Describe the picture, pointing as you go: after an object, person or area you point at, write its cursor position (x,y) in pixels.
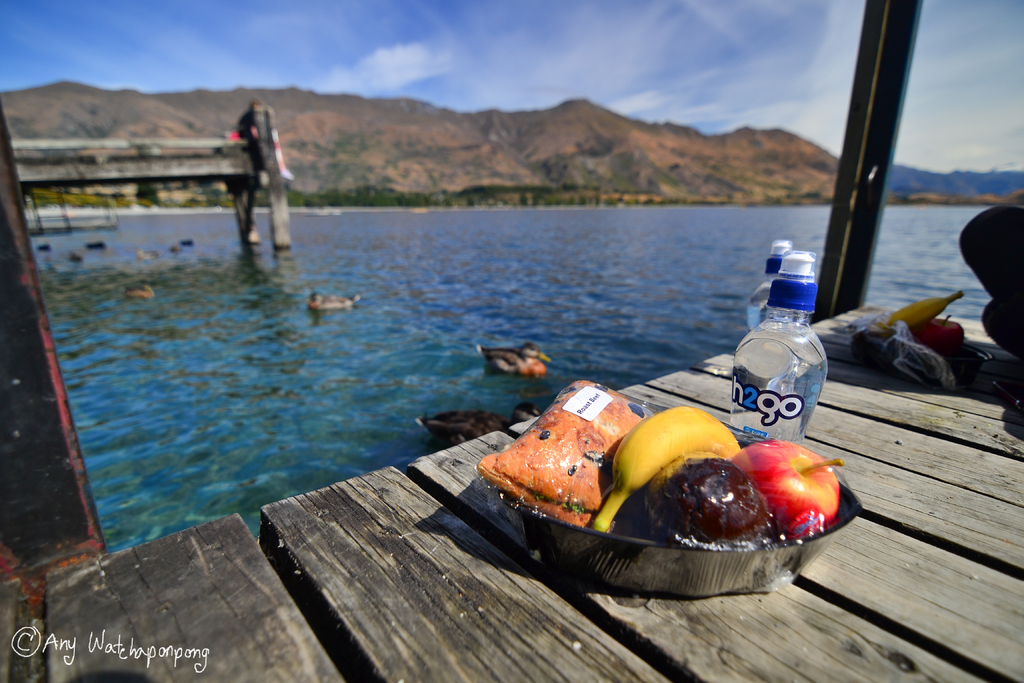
In this image there is a sky (167,66), there are mountains (348,131), there is a river (467,268), there are ducks (339,304), there are water bottles (773,337), there is food (678,471) in the bowl (651,553), there is an object (998,296) truncated towards the right of the image (1003,288), there is a text (126,646) on the bottom left of the image (96,644).
